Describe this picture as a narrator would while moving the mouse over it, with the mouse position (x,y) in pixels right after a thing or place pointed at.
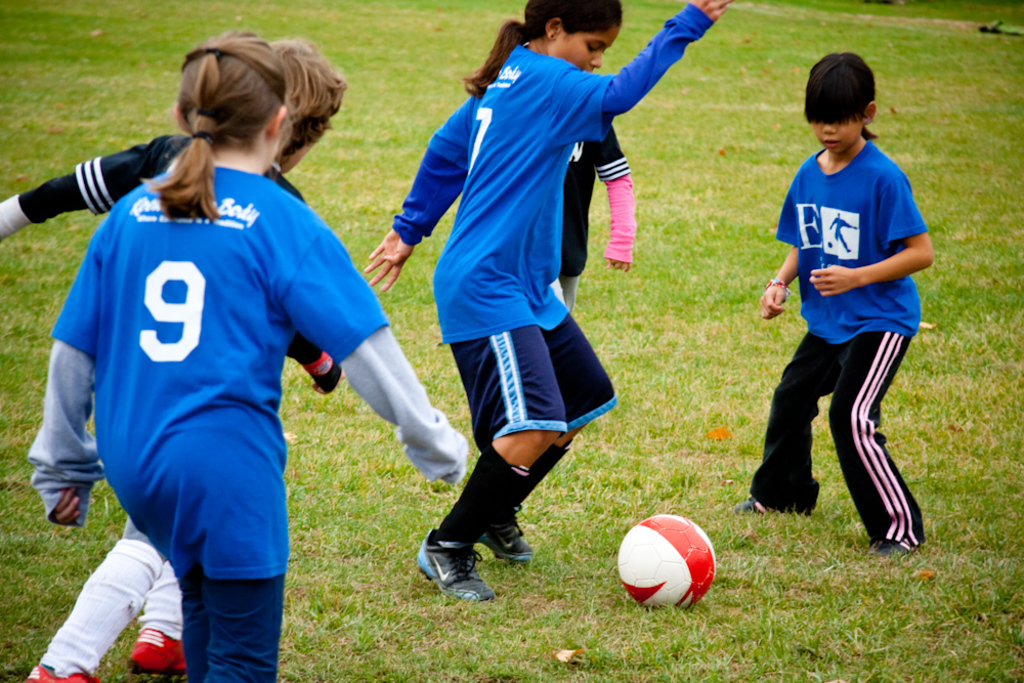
This picture describes about group of people (460,324), they are playing game, in front of them we can see a ball (680,560) on the grass (721,573).
